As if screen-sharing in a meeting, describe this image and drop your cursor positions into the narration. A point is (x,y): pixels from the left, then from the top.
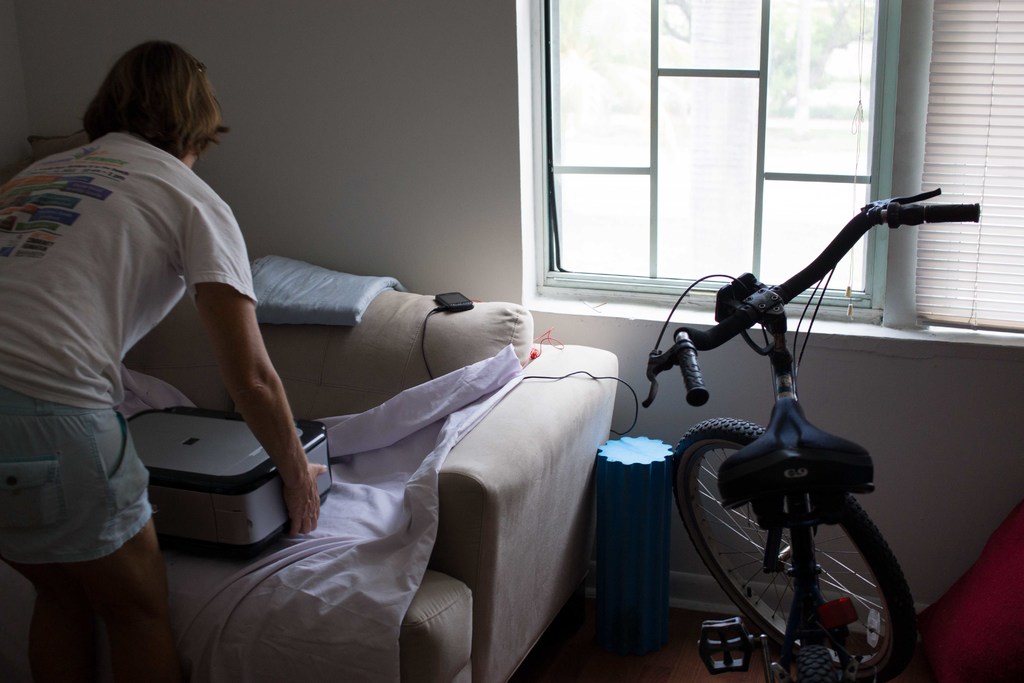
In this picture there is a person (127,292) standing and holding an object (188,466) in his hands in the left corner (100,478) and there is a sofa (315,404) in front of him and there is a bicycle (790,516) in the right corner (799,523).
